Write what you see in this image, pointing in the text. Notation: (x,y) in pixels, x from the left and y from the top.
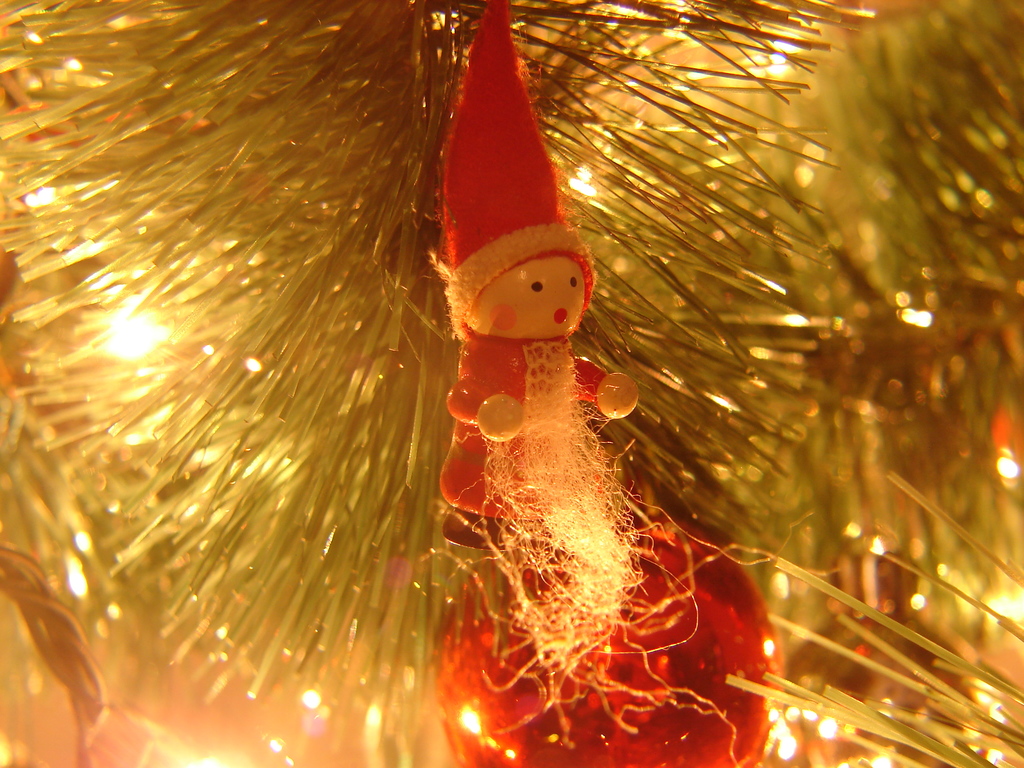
We can see a doll (539,542), decorative items (601,659) and lights (826,726). In the background (872,359) it is blur.
